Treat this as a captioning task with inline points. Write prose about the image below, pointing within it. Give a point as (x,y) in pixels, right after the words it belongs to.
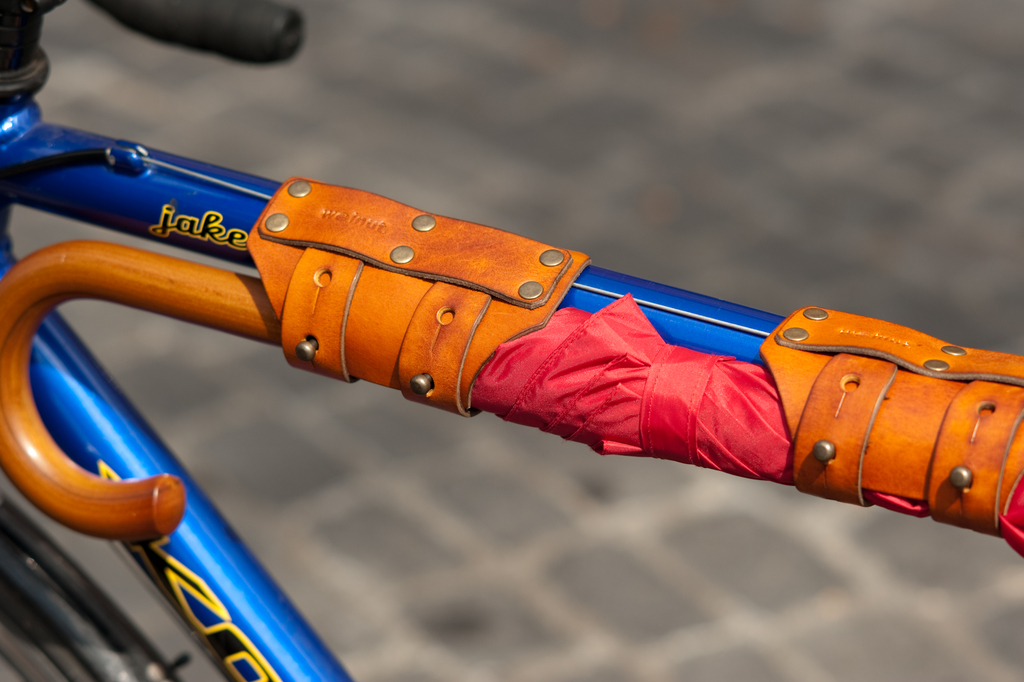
In this image there is a bicycle (65,392) on the floor (692,565). There is an umbrella (533,416) tied to the metal rod (572,300) of the bicycle (224,227).
